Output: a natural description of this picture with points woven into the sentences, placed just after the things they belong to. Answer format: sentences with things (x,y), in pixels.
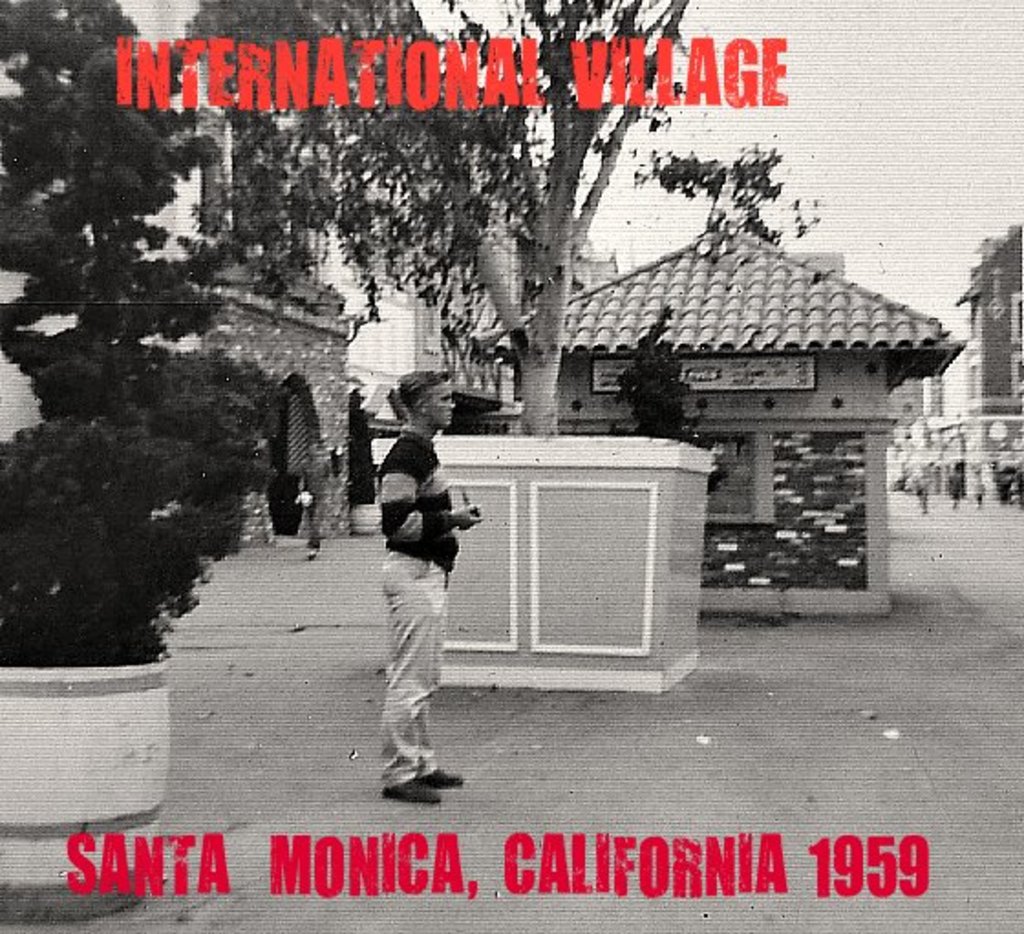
Something written on this poster (639,747). On this poster (639,747) we can see trees (478,242), buildings (772,482) and person (437,652).
